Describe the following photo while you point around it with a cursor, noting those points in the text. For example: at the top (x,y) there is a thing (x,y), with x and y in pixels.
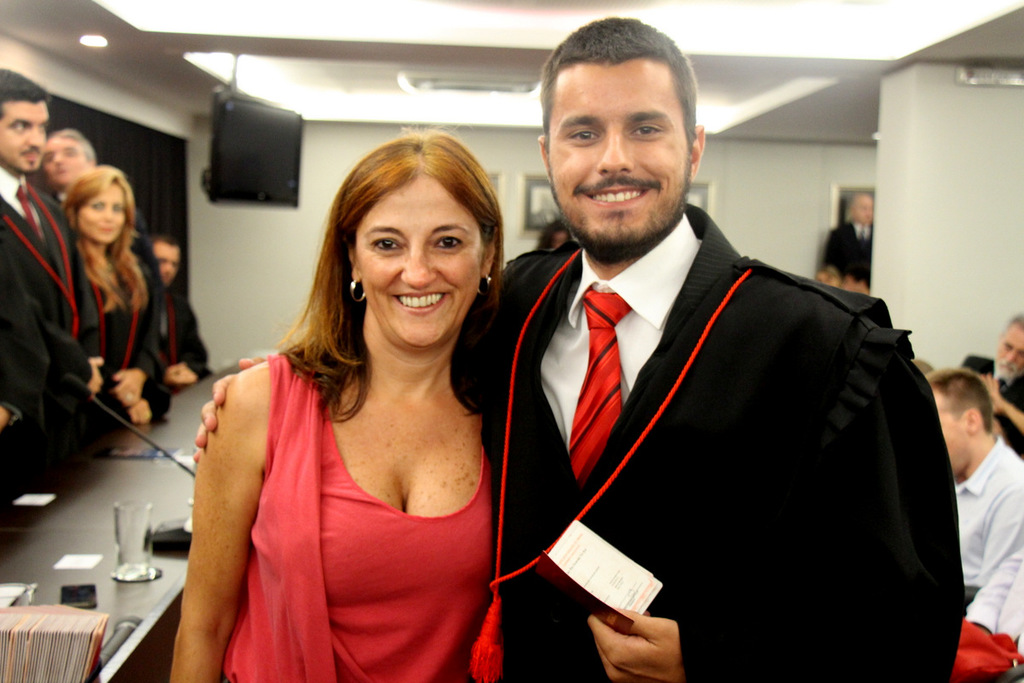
In this image there is a man (623,396) and woman (406,477) are giving pose for a photograph, on the right side (954,399) there are people (1015,475) sitting on chairs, on the left side (41,411) there are people (140,338) standing, in front of them there is a table (143,487), on that table (155,480) there is a glass (128,549), books (49,641) and a mic (171,455), in the background (815,188) there is a wall (730,206) to that wall (308,155) there is a monitor (245,117), at the top (204,44) there is ceiling (831,52) and lights (725,40).
